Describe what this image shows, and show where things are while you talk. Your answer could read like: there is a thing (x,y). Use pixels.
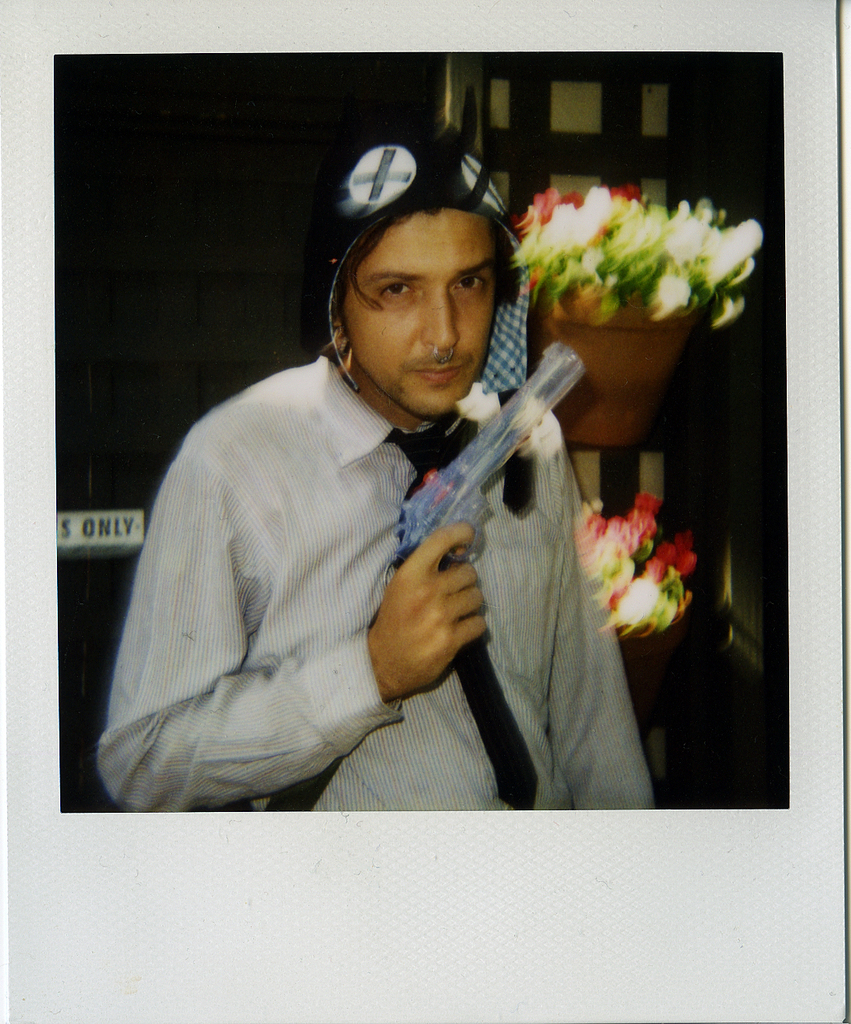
In this picture, we see the man (410,590) in the white shirt (490,483) is holding the gun (529,412) in his hands (400,582). Behind him, we see the flower pots (649,270) and a door (187,337) in black color. On the left side (122,523), we see some text (132,524) written. This picture might be a photo frame or a poster.
